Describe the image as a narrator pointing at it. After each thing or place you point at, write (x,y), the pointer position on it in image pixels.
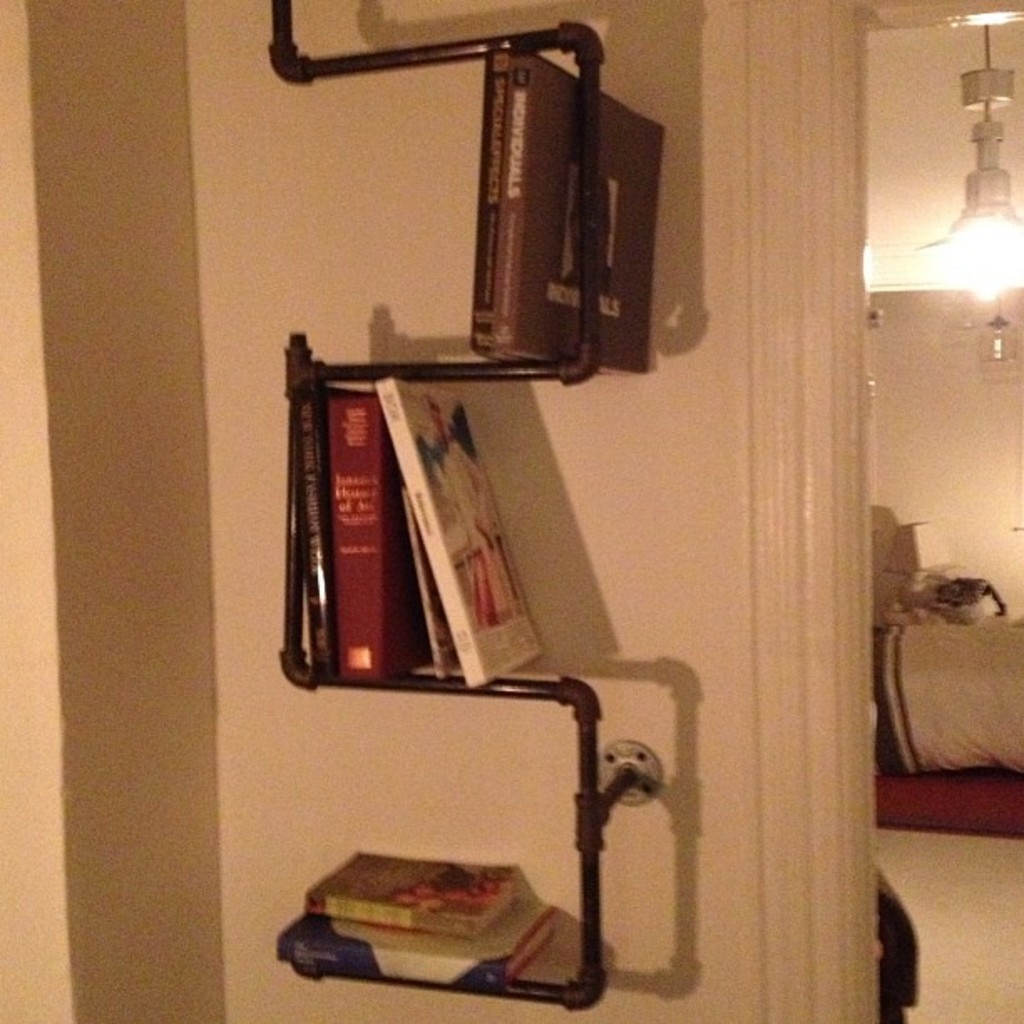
In this image, we can see some books (329,641) and a metallic object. We can see the wall (622,635) and some objects (948,777) on the right (894,608). We can also see a light (978,128) attached to the roof (981,50).
